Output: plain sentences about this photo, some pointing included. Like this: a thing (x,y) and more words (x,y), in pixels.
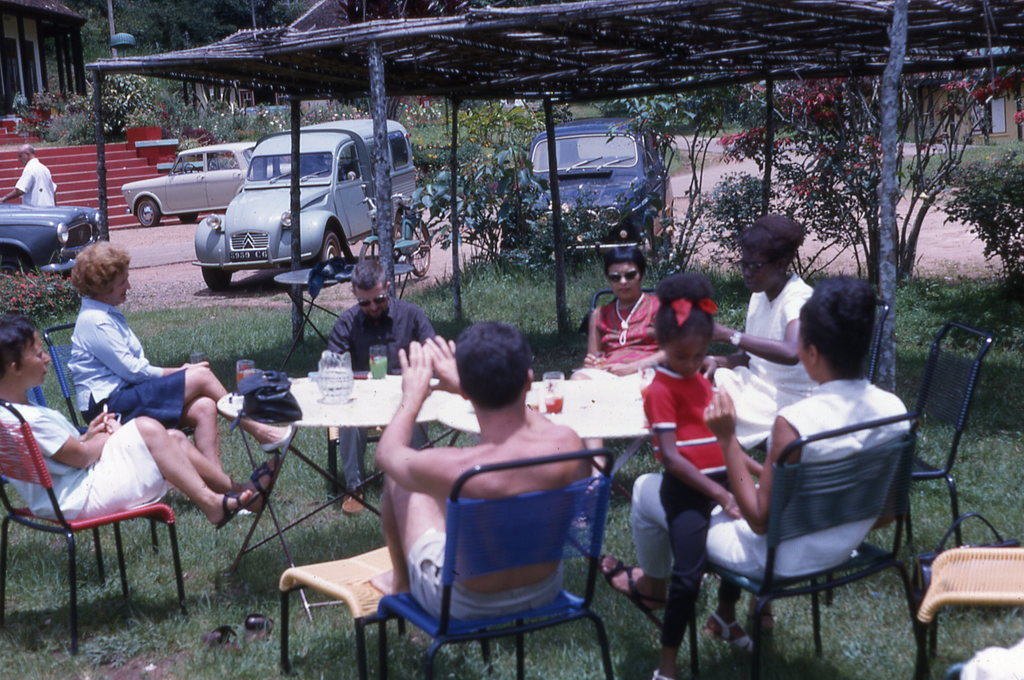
There are group of persons (528,483) sitting on the chairs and talking between them and at the top of the image (617,137) there are different cars (305,143) and at the left side of the image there is a gardener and at the right side of the image (856,162) there is a plant (837,173).
